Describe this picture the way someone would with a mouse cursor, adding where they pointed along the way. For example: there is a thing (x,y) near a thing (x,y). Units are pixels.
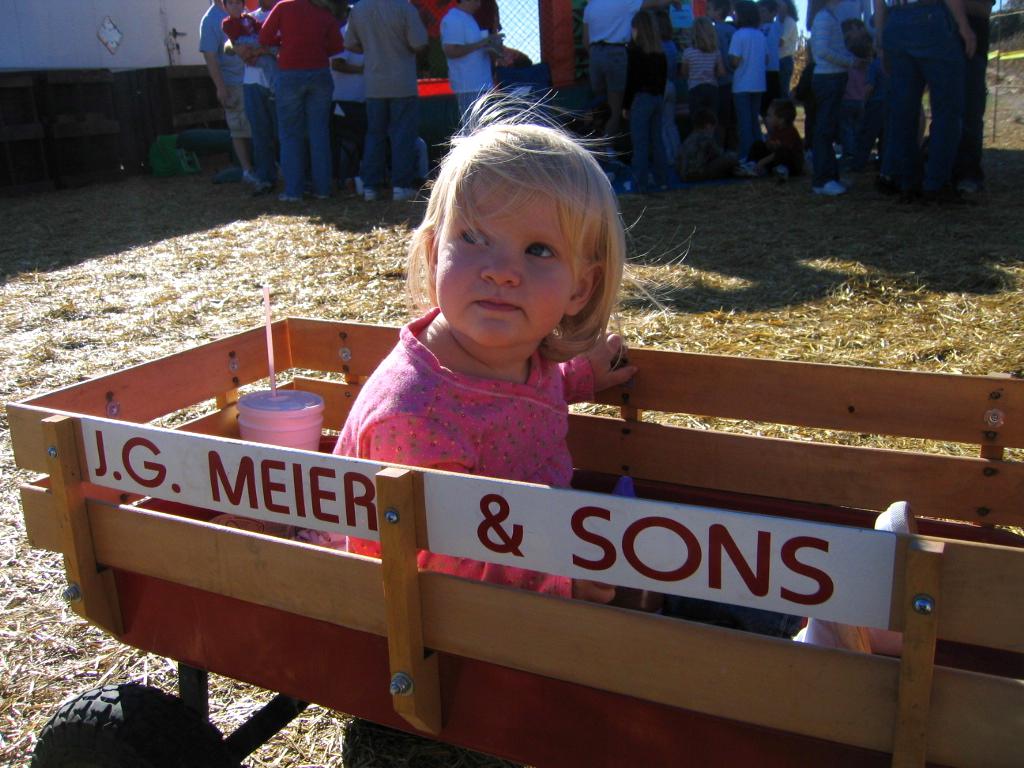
Here we can see a kid (906,506) on the cart (862,473). In the background (869,29) we can see group of people (910,69) and wall (42,14).
